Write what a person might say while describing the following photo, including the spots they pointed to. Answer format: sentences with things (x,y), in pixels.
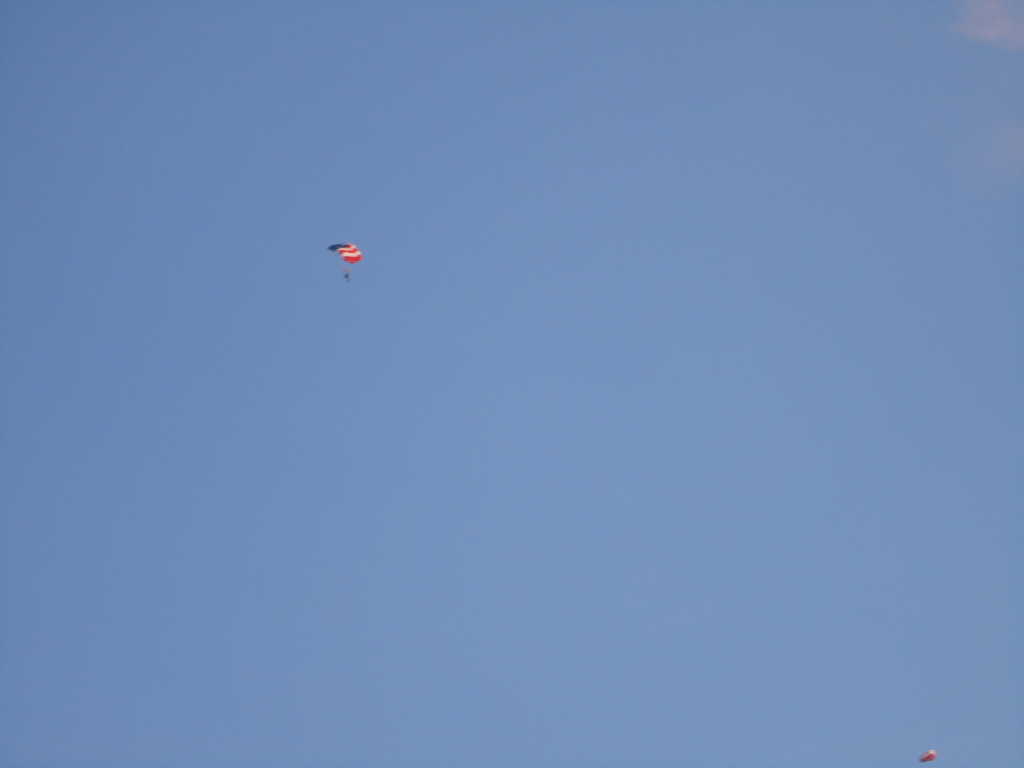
In this picture I can see there is a parachute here in the sky (344,281) and there is another parachute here at the right side (931,762) bottom corner and the sky (557,512) is clear.
